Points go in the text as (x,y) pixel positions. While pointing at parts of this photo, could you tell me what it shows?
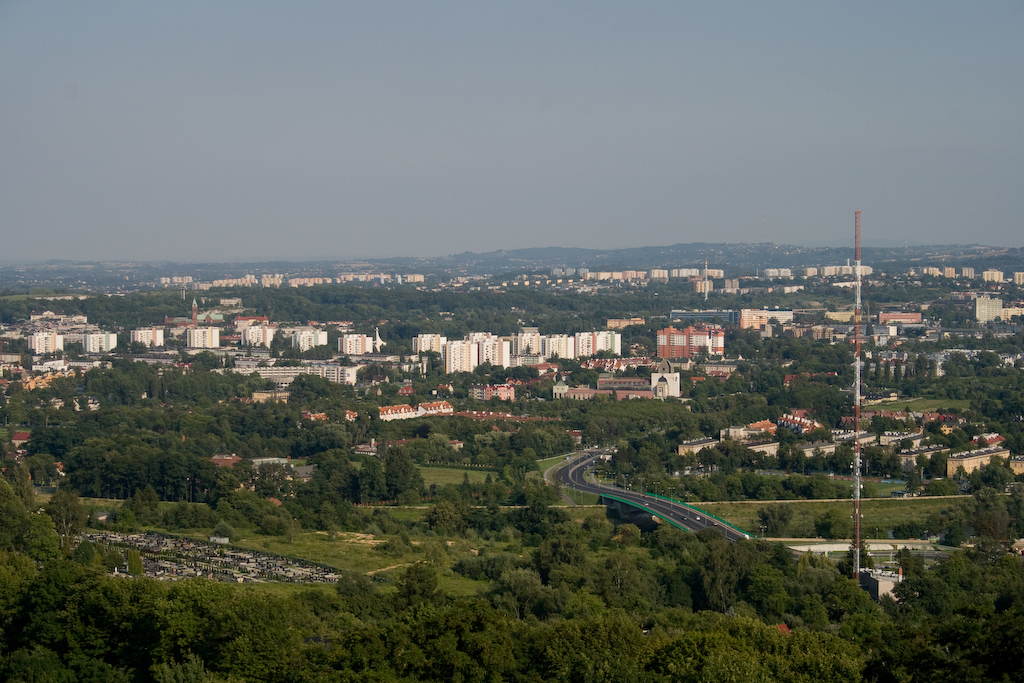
This is an aerial view. In this picture we can see the buildings (539,333), trees (558,376), bridge (718,517), road (667,511), vehicles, poles (639,478), tower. At the top of the image (567,126) we can see the sky (458,222).
